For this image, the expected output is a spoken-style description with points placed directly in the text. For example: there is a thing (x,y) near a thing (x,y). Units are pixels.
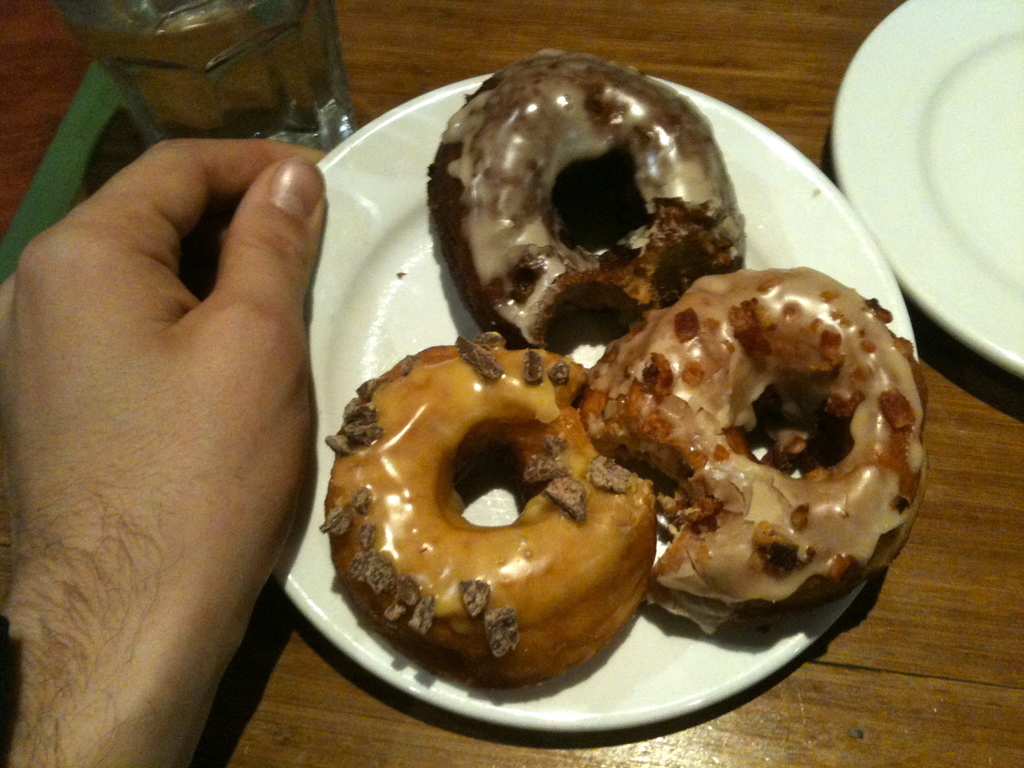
In this image we can see three donuts (865,411) on a plate (670,701) carried by a person (125,572), there is another plate (906,202) and glass (207,72) which are placed on a table (553,741).
